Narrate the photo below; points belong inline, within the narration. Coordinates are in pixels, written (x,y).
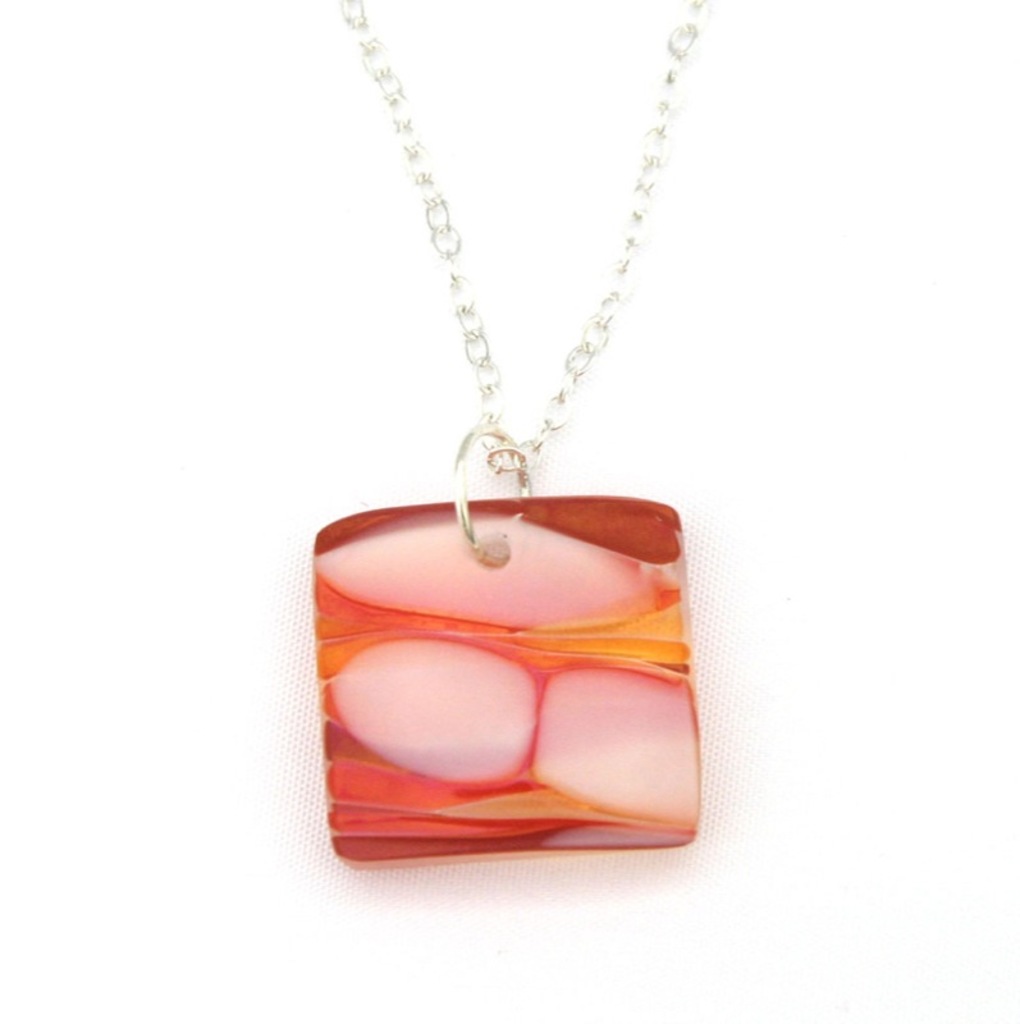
In this picture there is a chain (606,320) which is in silver color. We can observe a red and white color locket (444,698). In the background (131,503) it is completely white.
